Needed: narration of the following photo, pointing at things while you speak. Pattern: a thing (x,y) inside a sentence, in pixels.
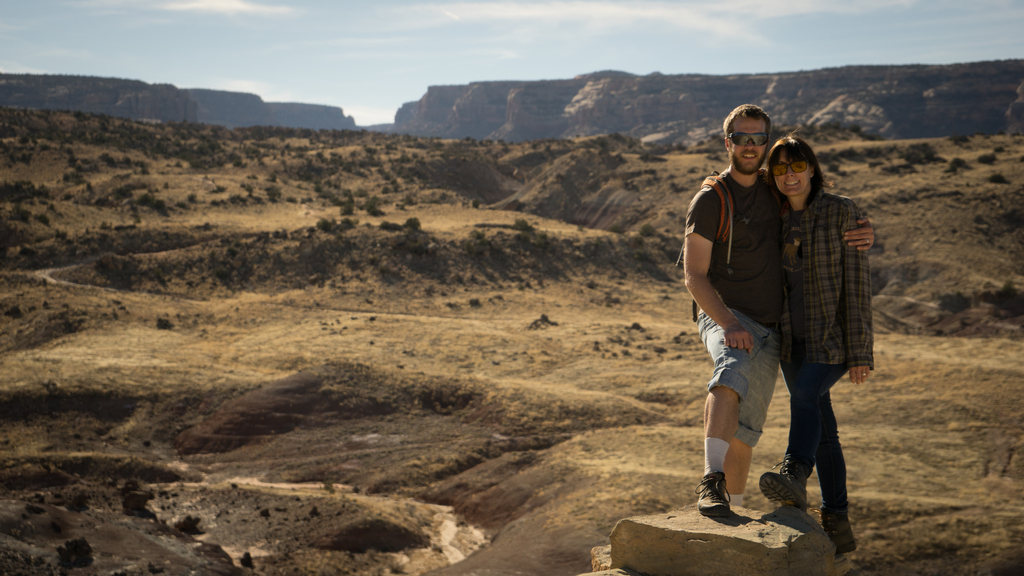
In this image I can see two people (771,273) are standing and wearing the different color dresses (758,248). I can also see these people (750,171) are wearing the goggles (803,170). In the back (263,236) I can see the small trees (390,228), mountains (398,123) and the sky (326,50).
